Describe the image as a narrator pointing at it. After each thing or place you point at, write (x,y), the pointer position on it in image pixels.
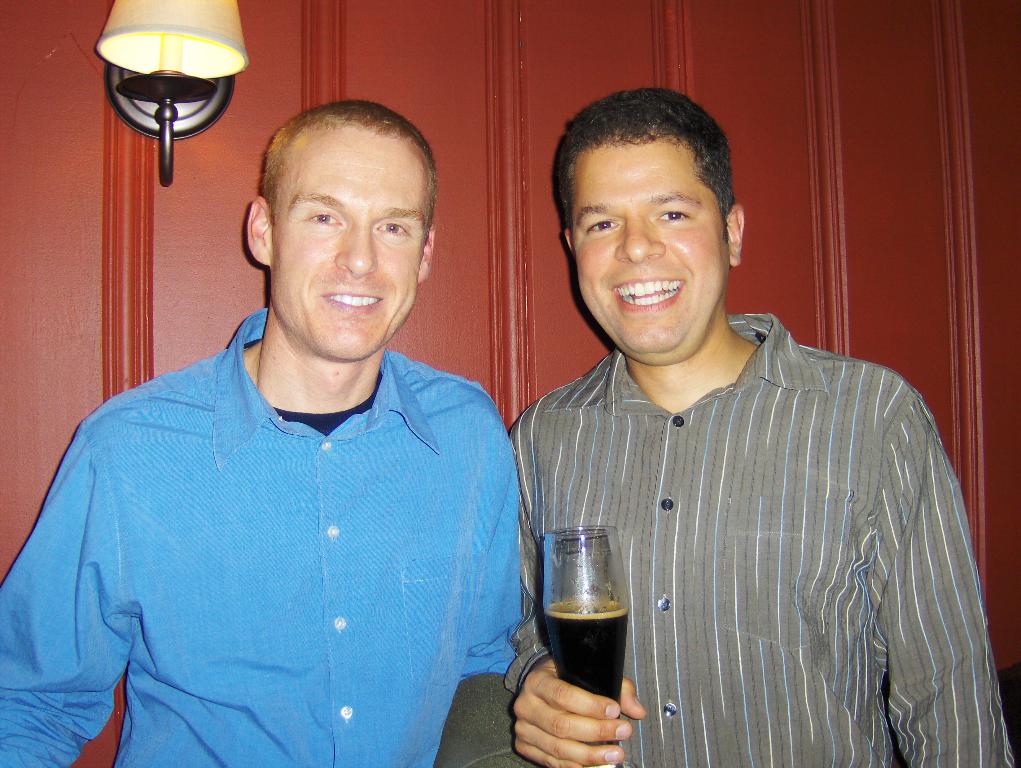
In this picture there is a man (659,523) who is wearing grey shirt (732,446) and he is holding wine glass (563,579). Beside him we can see another man (413,305) who is wearing blue shirt (363,616) and t-shirt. Both of them standing near to the wooden wall (479,331). On the top left corner (163,184) there is a lamp (162,140).
